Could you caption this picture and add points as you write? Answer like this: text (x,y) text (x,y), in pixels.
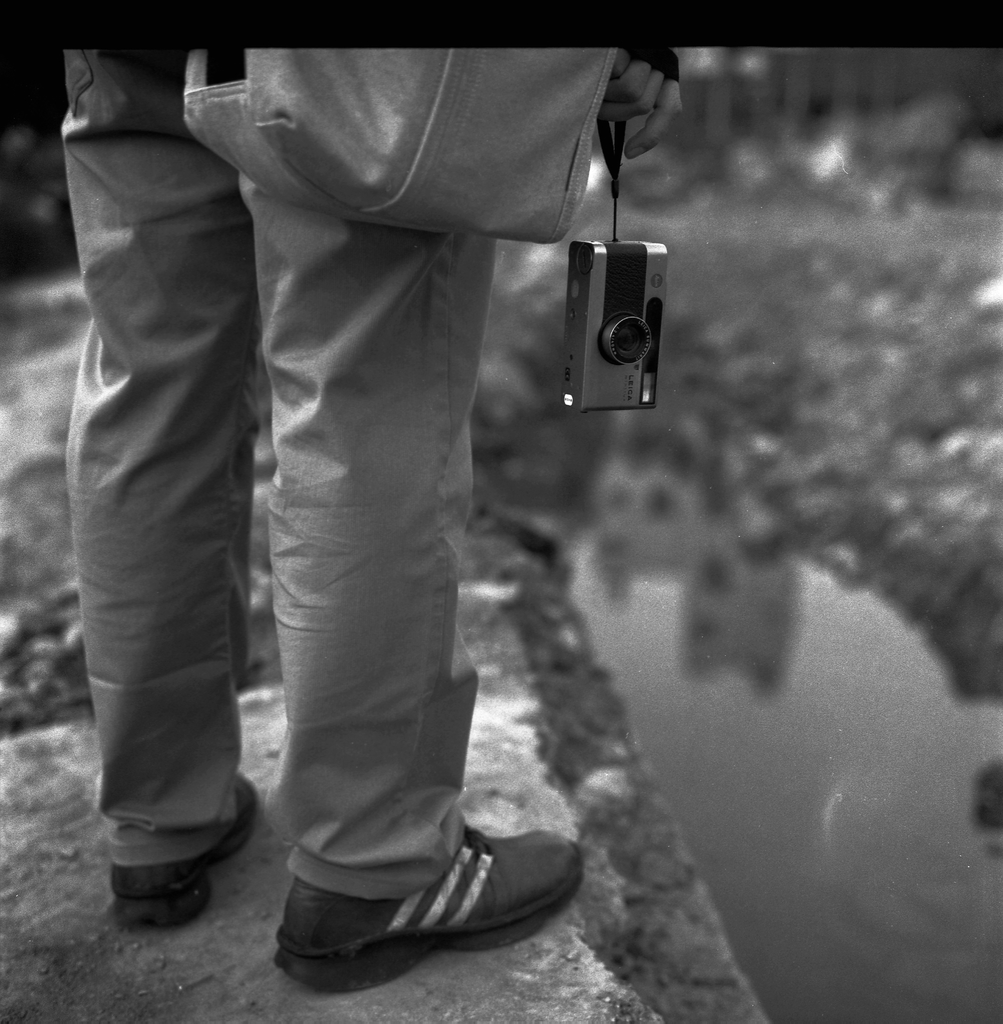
In this picture we can see legs (90,228) of a person (652,90) and there is a camera (592,243) hold with hand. We can see bag (577,115) and water (792,610). In the background of the image (805,224) it is blurry.
